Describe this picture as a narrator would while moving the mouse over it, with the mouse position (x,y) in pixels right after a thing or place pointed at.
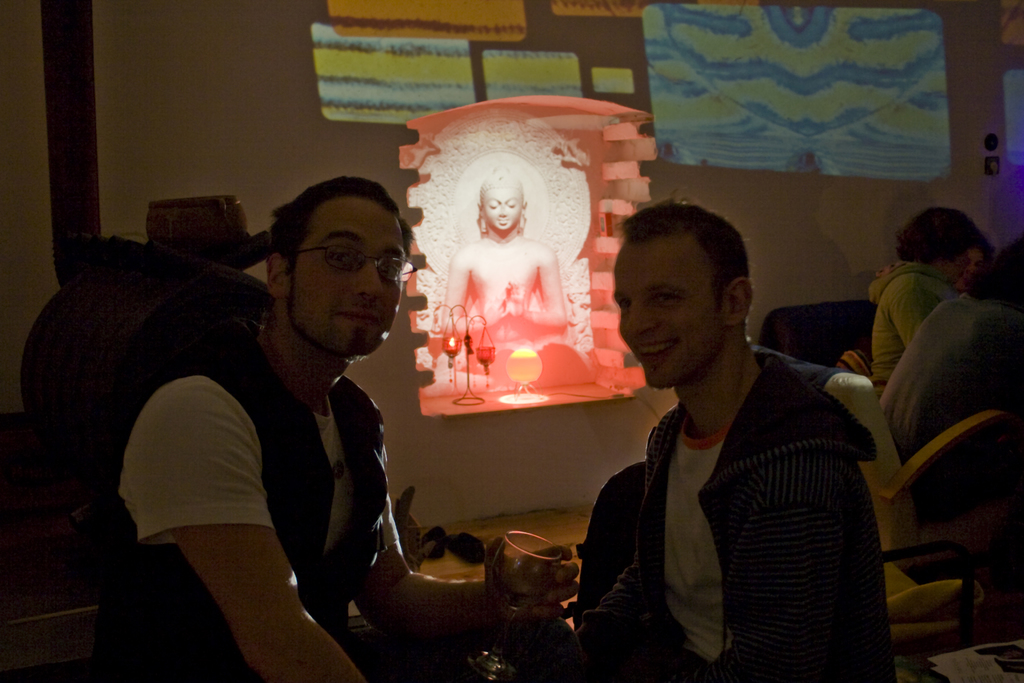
In this picture we can see a group of people (923,241) sitting on chairs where a man (314,505) holding a glass (532,578) with his hand (512,559) and smiling and in the background (582,370) we can see a wall (372,167), statue (483,195).
